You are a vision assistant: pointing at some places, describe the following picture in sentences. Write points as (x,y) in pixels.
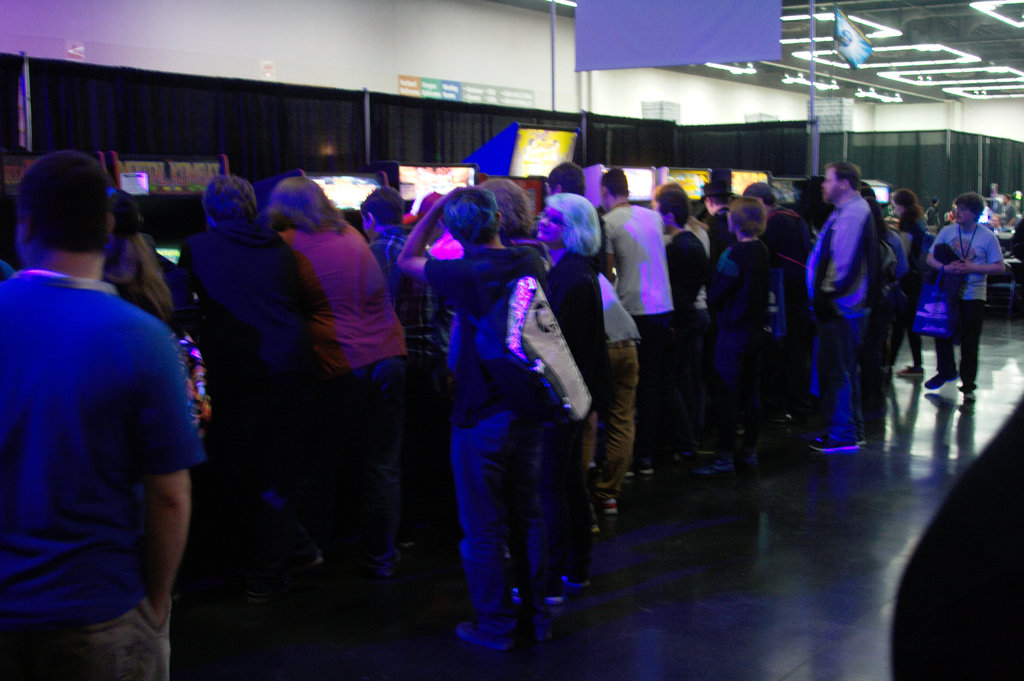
In this picture I can see there are a group of people (541,236) standing here and there are display screens (553,144) here on the wall (343,143) and there are lights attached to the ceiling (929,75).
